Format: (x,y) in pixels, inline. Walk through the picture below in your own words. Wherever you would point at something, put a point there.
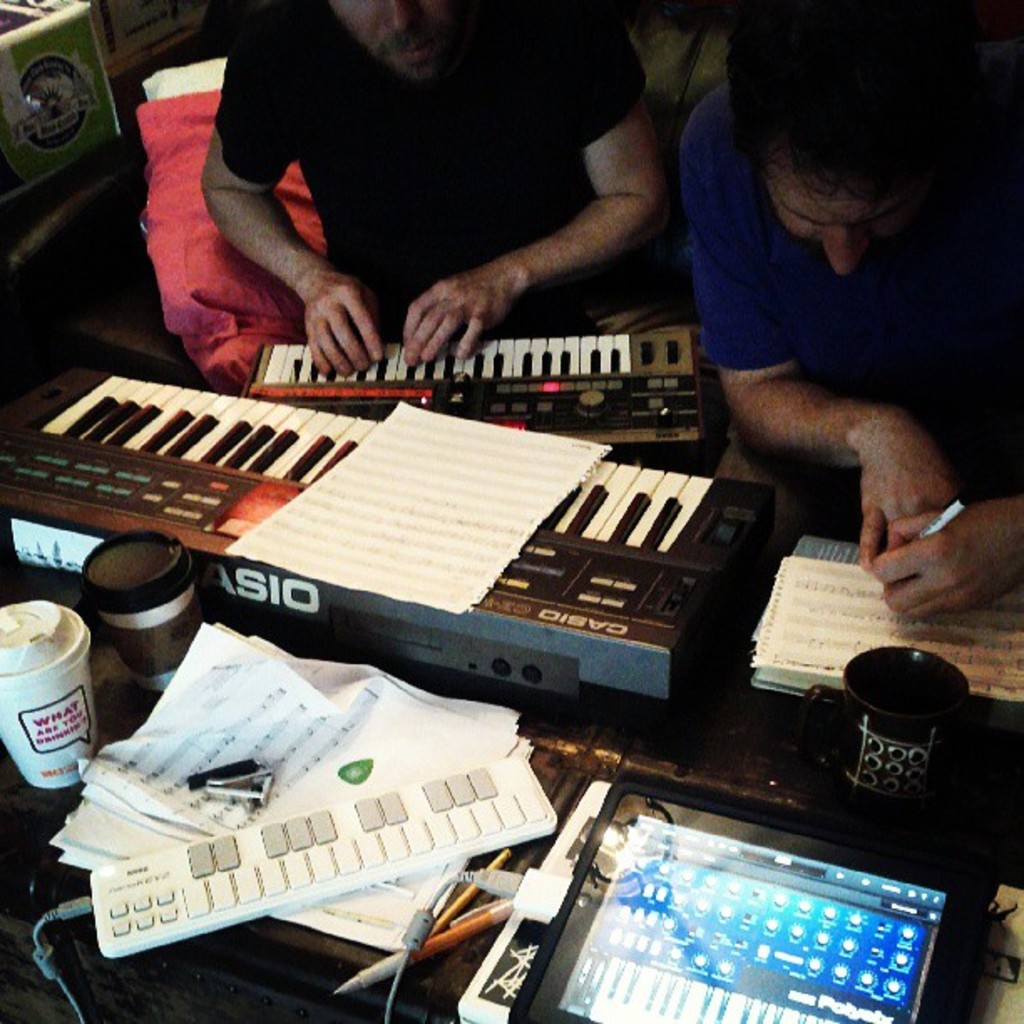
In this picture there are two person (866,256) sitting on a couch (681,60). Right person (854,235) holding a pen (948,517) and writing something on a paper (838,604), left person (502,84) playing a piano (512,363). Here it's a cup (914,733). On the table (540,732), there is a tablet (697,937) which is connected a wire (446,884) and some white objects (274,852). This object (268,873) having a buttons (370,842). There is a book (856,624).
